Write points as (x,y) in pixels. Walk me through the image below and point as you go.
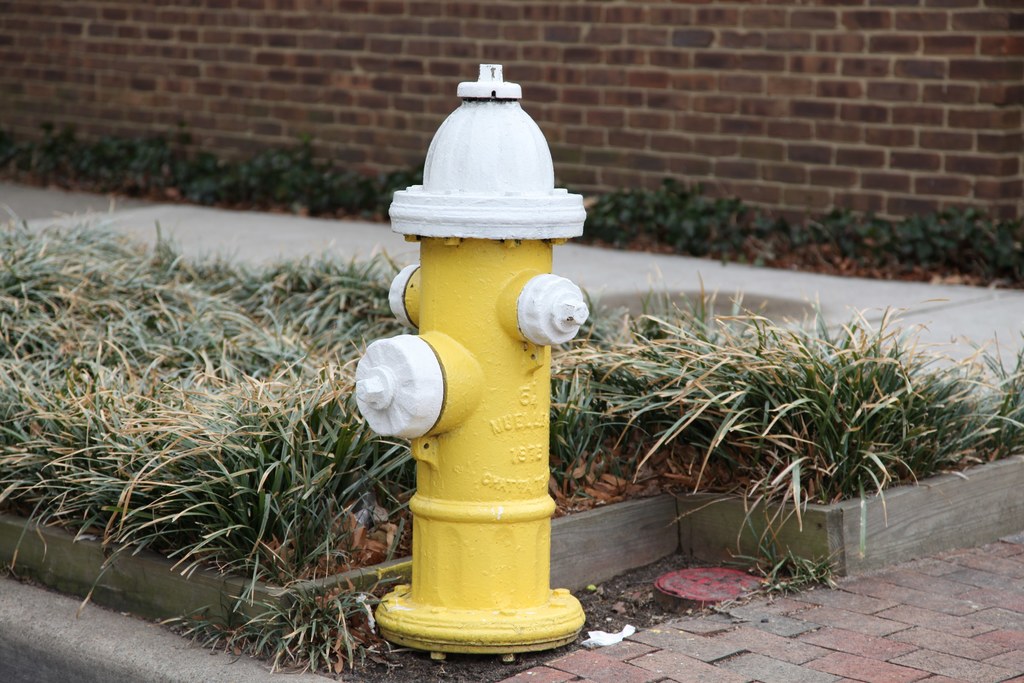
In this image I can see a fire-hydrant (513,297) in yellow and white color. I can see the green grass (301,348) and brick wall (409,91).
